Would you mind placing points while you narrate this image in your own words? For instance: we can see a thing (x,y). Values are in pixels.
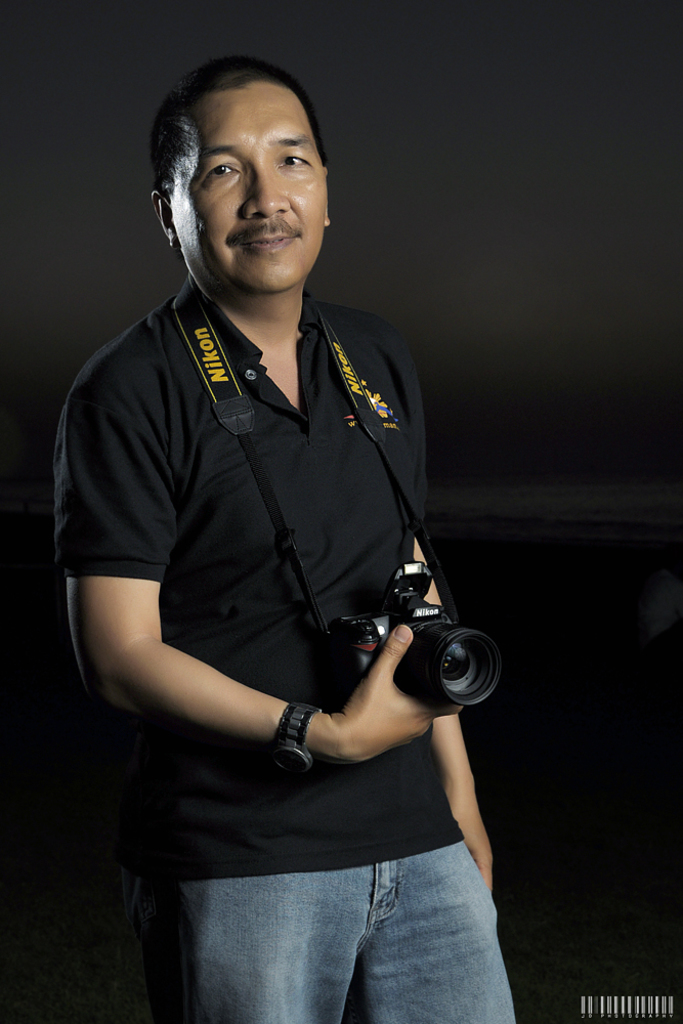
In the image we see there is a man (295,623) who is holding a camera (352,674) in his hand (390,704).
